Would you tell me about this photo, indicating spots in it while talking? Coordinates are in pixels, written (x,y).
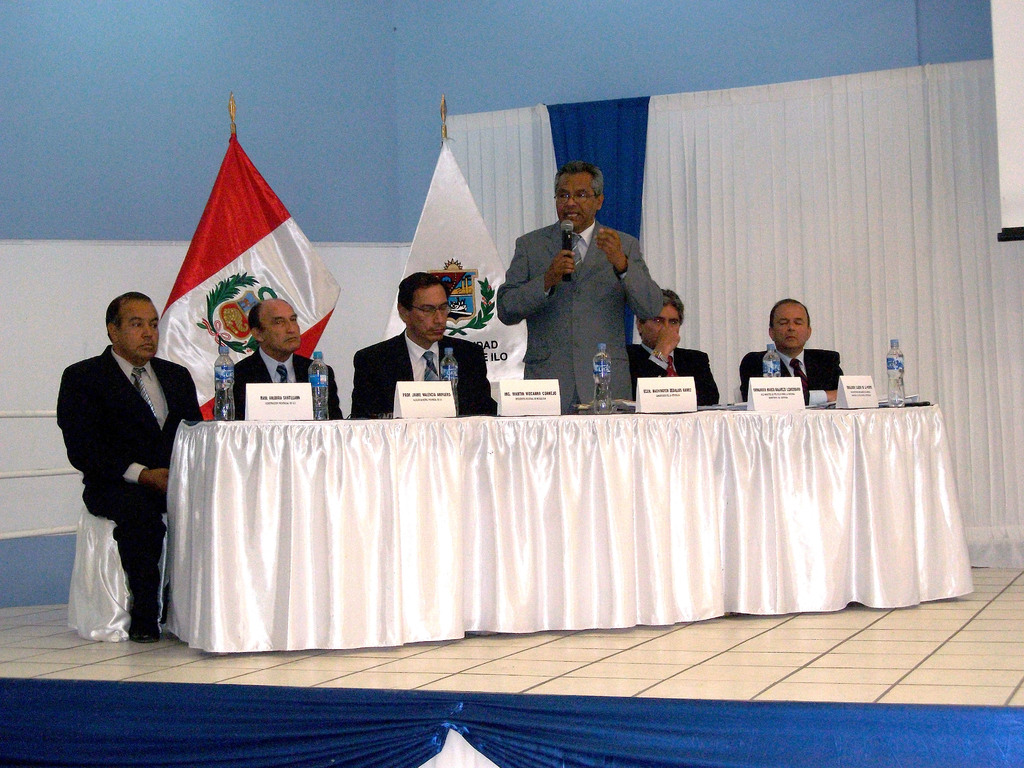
In this image i can see there are five men (179,397) sitting on the chair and a man (606,266) who is standing and talking by holding a microphone (570,255) in his hands (572,256). On the table (445,531) we can find some water bottles (891,392) and behind the persons (594,260) there is a flag (285,284). On the stage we can see a white curtain (834,203).
